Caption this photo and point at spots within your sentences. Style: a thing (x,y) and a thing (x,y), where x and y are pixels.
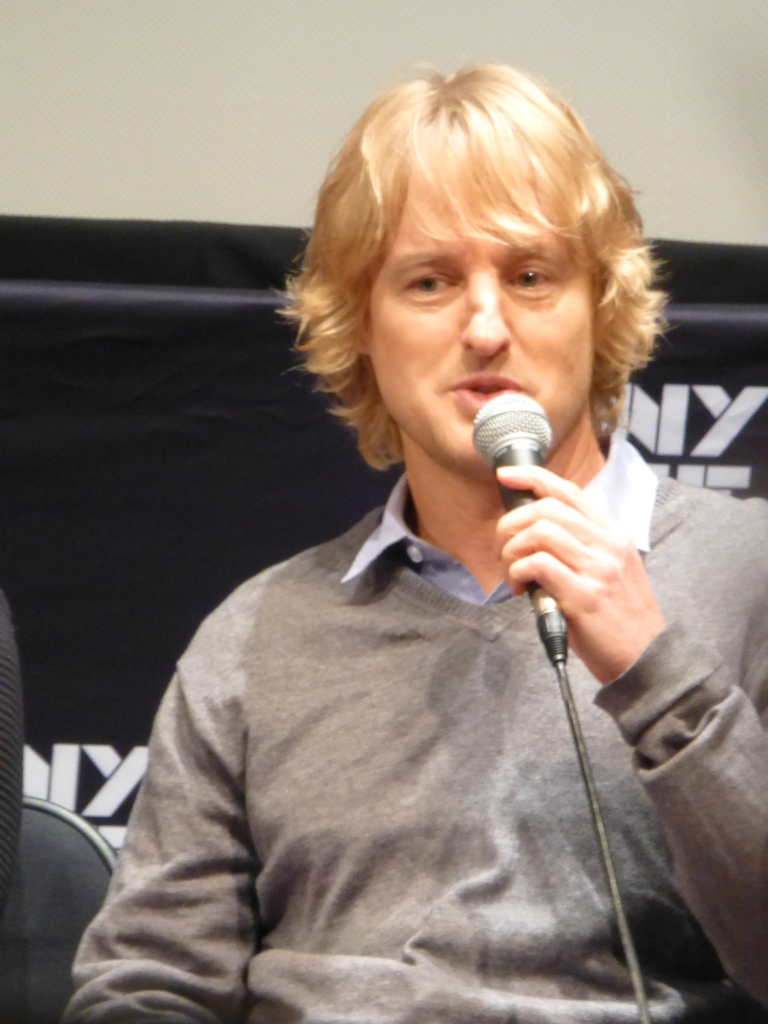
The person (343,813) wearing grey shirt (376,806) is sitting and speaking in front of a mic (495,459).
